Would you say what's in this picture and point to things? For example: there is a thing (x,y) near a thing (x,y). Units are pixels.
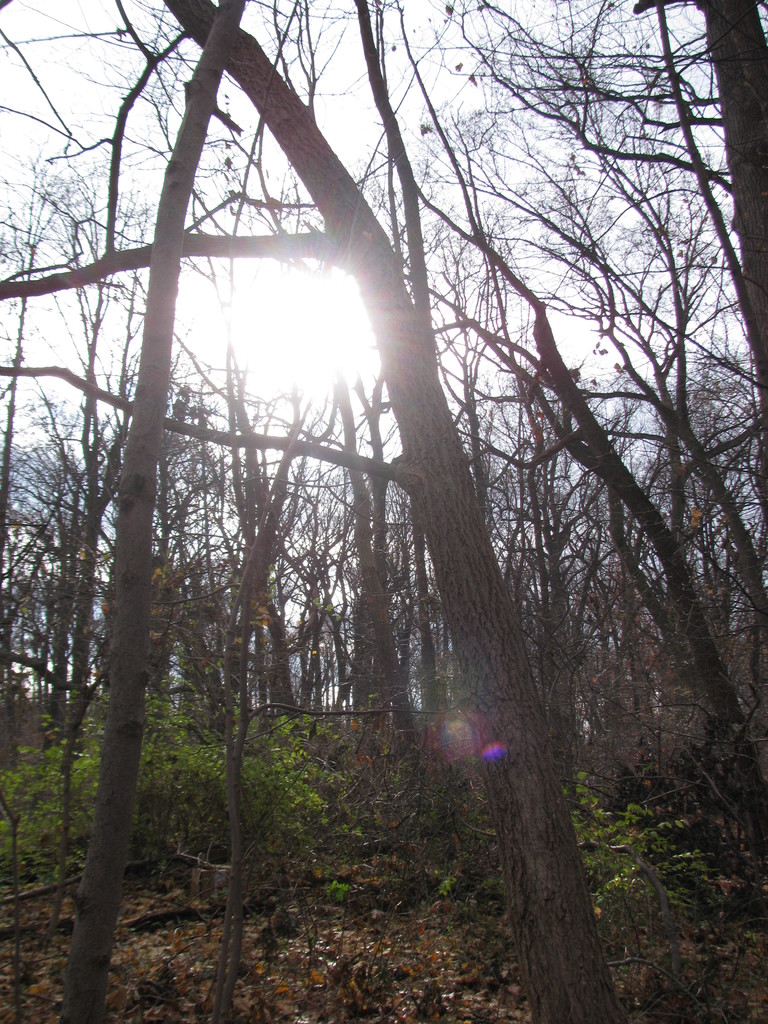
In the picture I can see plants (422,790), dry trees (355,481), the sun (312,337) and the sky (64,185) in the background (255,369).
